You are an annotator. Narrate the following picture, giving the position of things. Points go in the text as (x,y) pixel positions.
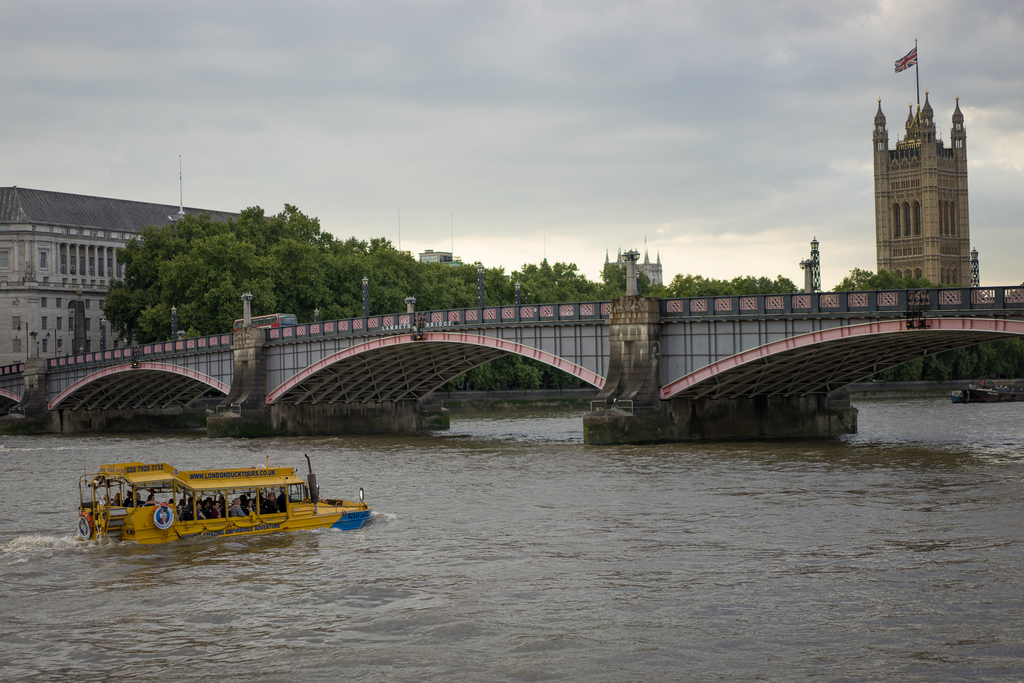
In the image we can see there is a boat (217,528) in the water (440,537) and there are people (231,502) in the boat (239,522). There is a bridge (433,322) and there are many trees (424,284), and buildings (901,227). This is a flag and a cloudy sky (902,76).
